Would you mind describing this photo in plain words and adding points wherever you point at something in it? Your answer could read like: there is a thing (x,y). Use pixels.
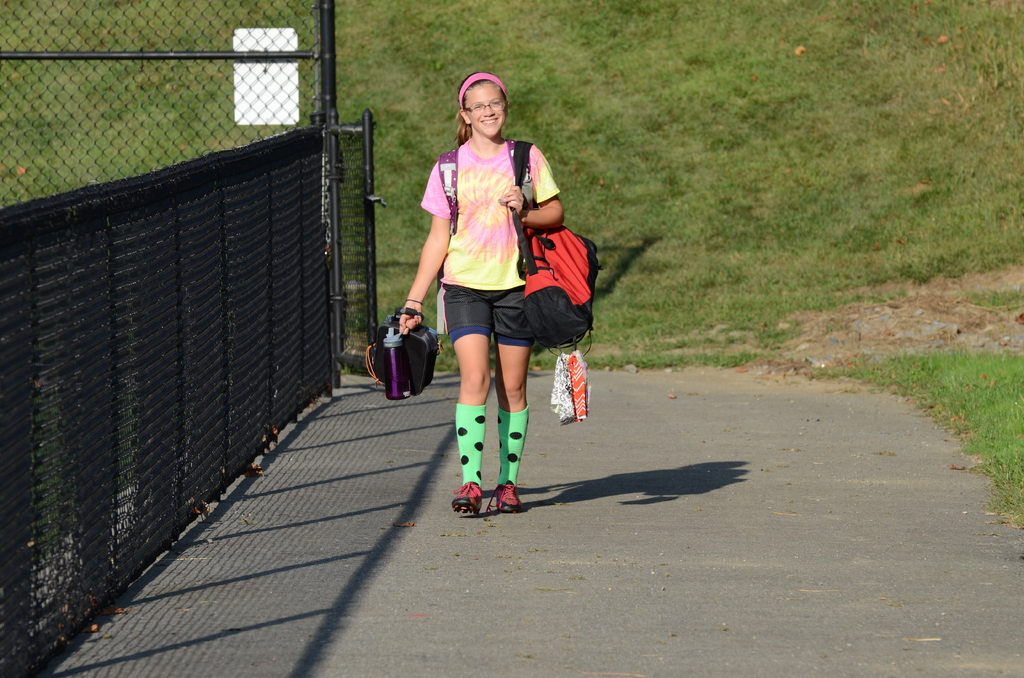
This is a girl (501,291) holding a bag (420,337) and bottle (396,368). She is walking and smiling. She wore a T-shirt (481,205), headband (495,80), spectacles (484,108), short (514,339), socks (500,467) and shoes (519,506). This looks like a fence (234,307), which is black in color. Here is the grass (786,110). I can see the shadow (585,497) of this girl (512,432).
